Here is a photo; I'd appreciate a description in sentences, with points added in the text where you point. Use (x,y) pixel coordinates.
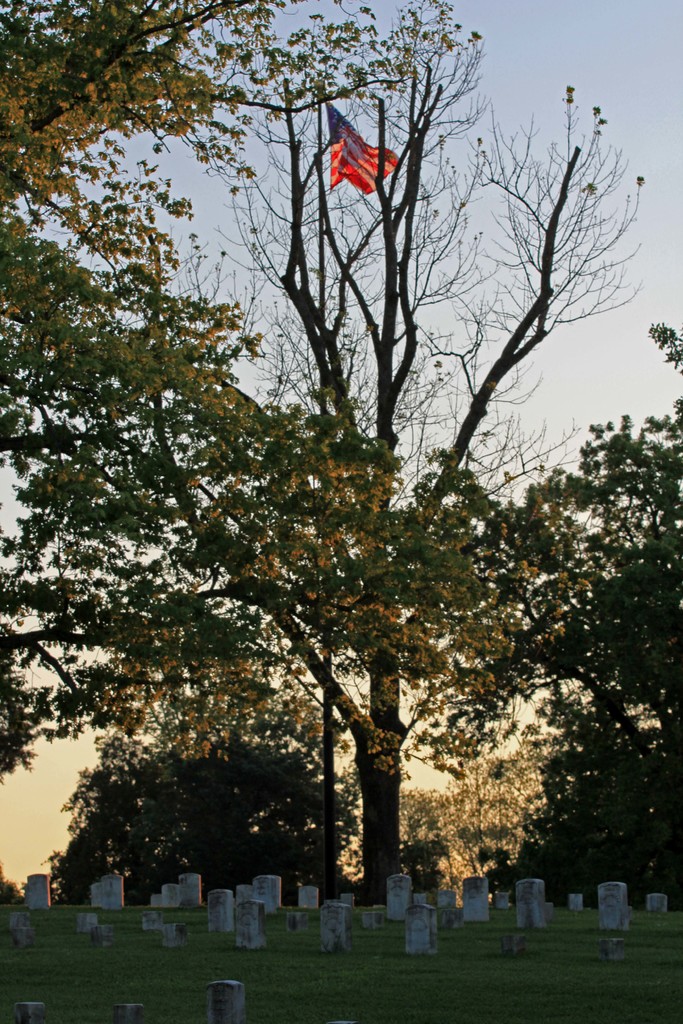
At the bottom of the picture (346,916), we see the grass (493,934) and the gravestones (274,899). In the middle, we see a flag pole (334,752) and a flag (339,176) in white, red and blue color. There are trees (336,590) in the background (273,437). We see the sky (590,282) in the background (604,372).
